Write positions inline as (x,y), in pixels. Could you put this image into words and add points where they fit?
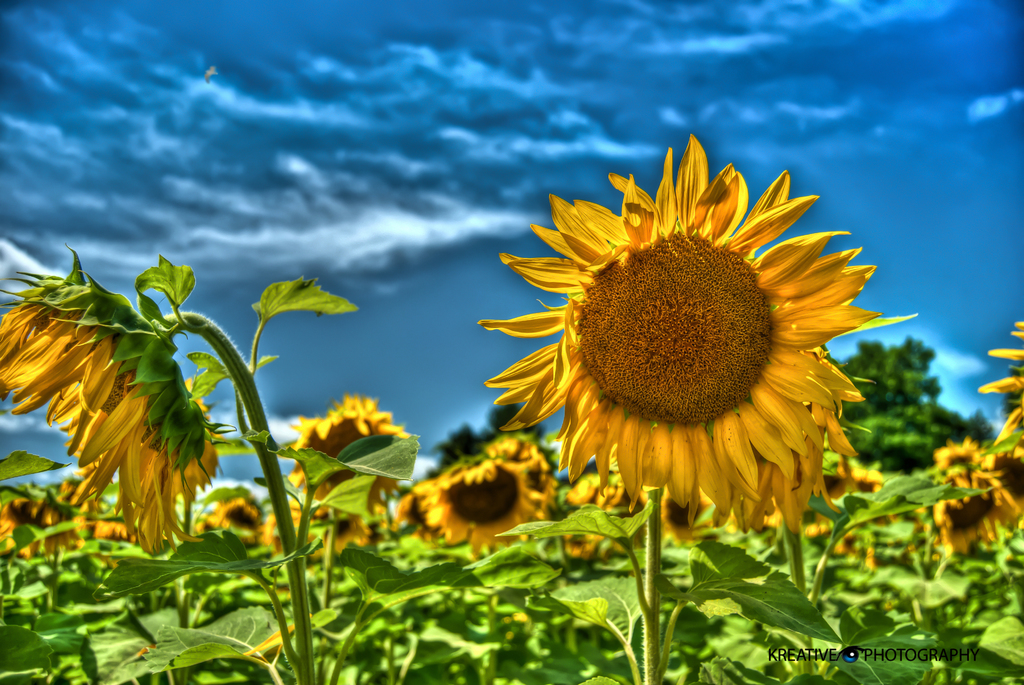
In this image, we can see some plants (681,440). There is a sky (497,62) at the top of the image (535,63).
